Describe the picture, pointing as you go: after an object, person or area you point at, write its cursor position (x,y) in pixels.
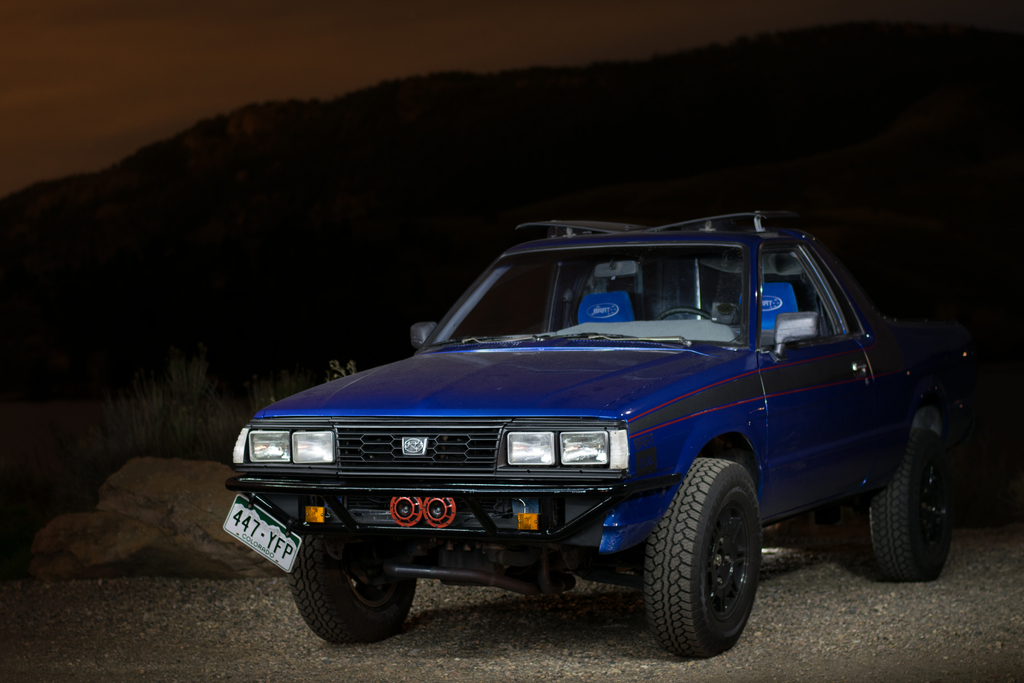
In this picture there is a car (469,305) in the center of the image (565,288), which is blue in color and there are rocks (177,525) on the left side of the image (114,523).
